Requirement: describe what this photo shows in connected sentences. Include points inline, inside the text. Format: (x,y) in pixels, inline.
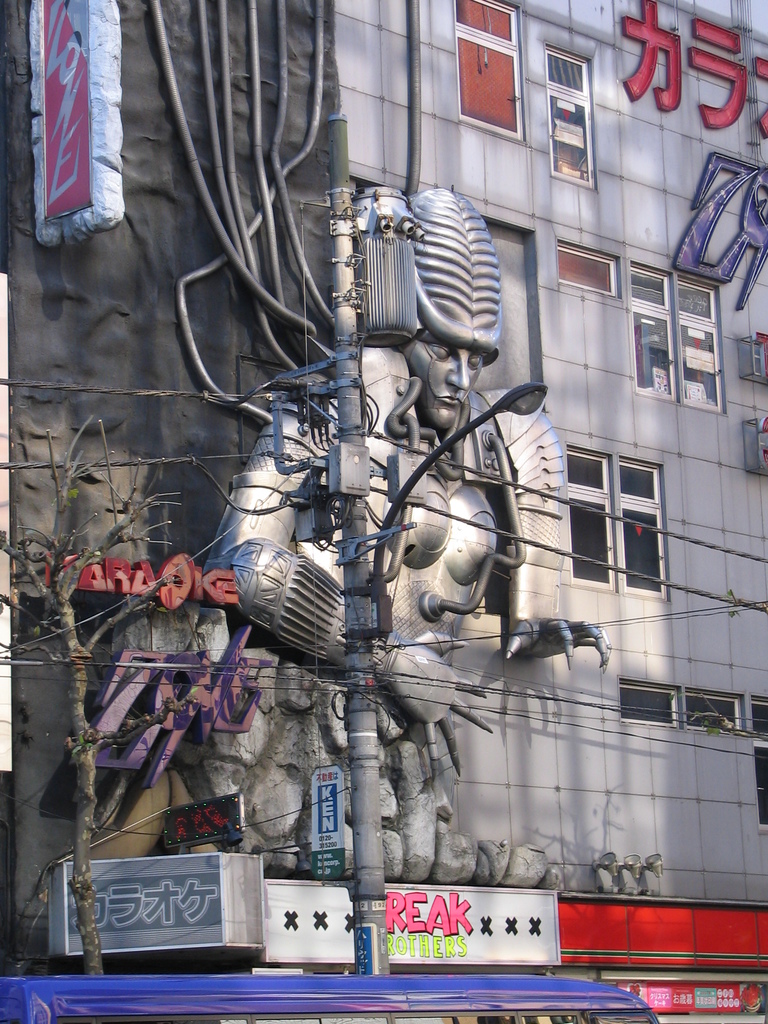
In this image we can see a statue (451,537). We can also see a building (634,586) with windows (600,492), some pipes (193,351), signboards (237,918) and a banner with some text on it. We can also see a utility pole (360,437) with wires (226,503), a tree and a street light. On the bottom of the image (321,860) we can see a van (470,1001) and the sign boards (158,938) with some text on it.
